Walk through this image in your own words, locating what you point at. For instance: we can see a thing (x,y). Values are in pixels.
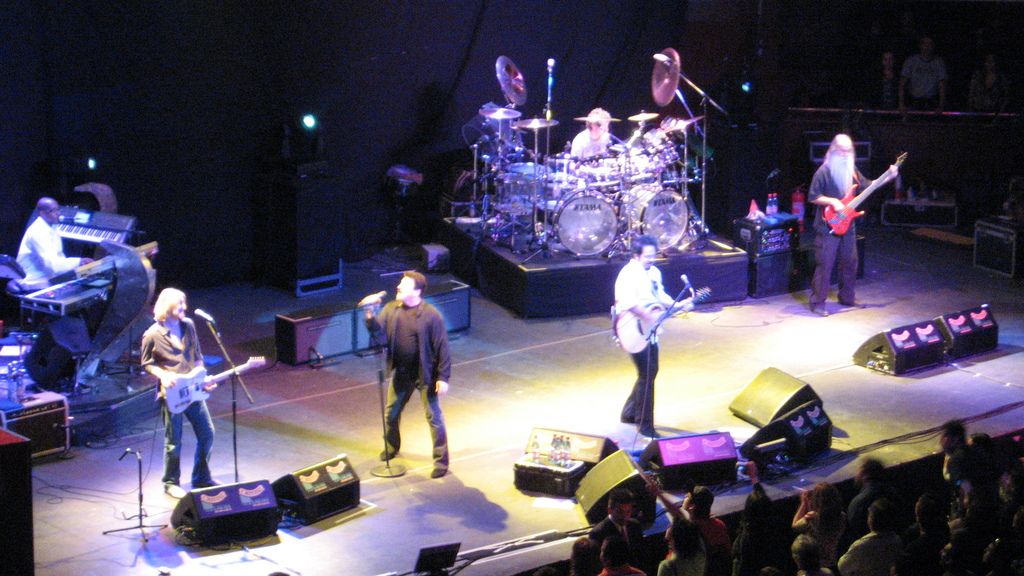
At the bottom of the image (615,530) few people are standing. In the middle of the image (660,277) few people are playing some musical instruments (545,166) and there are some speakers (1006,228). At the top of the image (985,140) there is a wall (591,75) and few people (998,89) are standing and watching.
